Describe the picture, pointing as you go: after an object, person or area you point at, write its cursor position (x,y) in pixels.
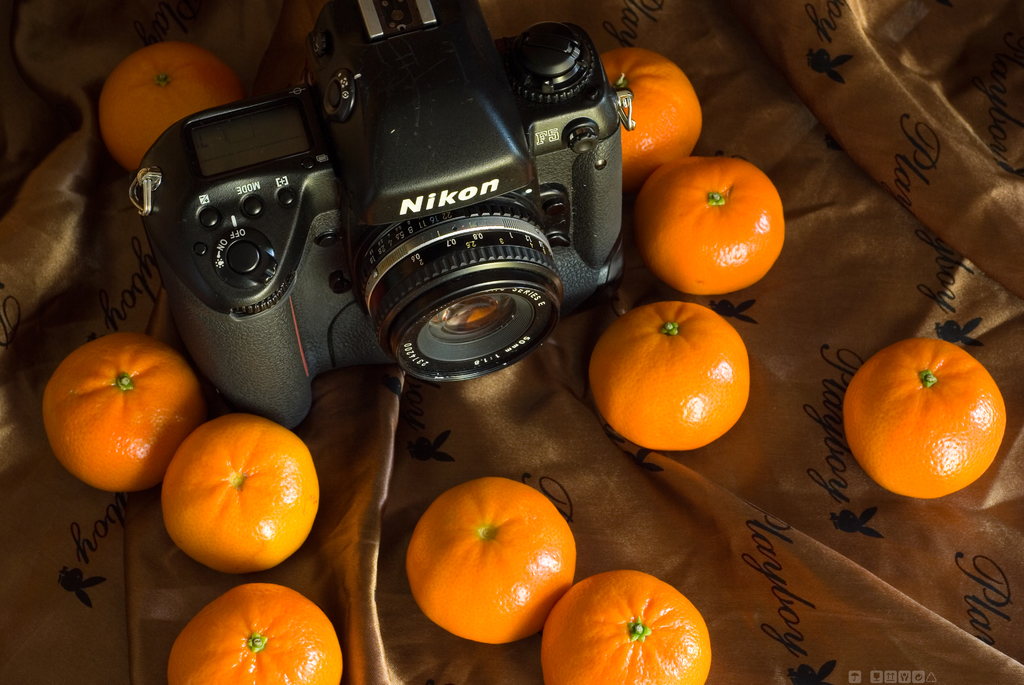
In this picture we see a black color camera (409,137) and few oranges (629,363) on the cloth (739,122).
